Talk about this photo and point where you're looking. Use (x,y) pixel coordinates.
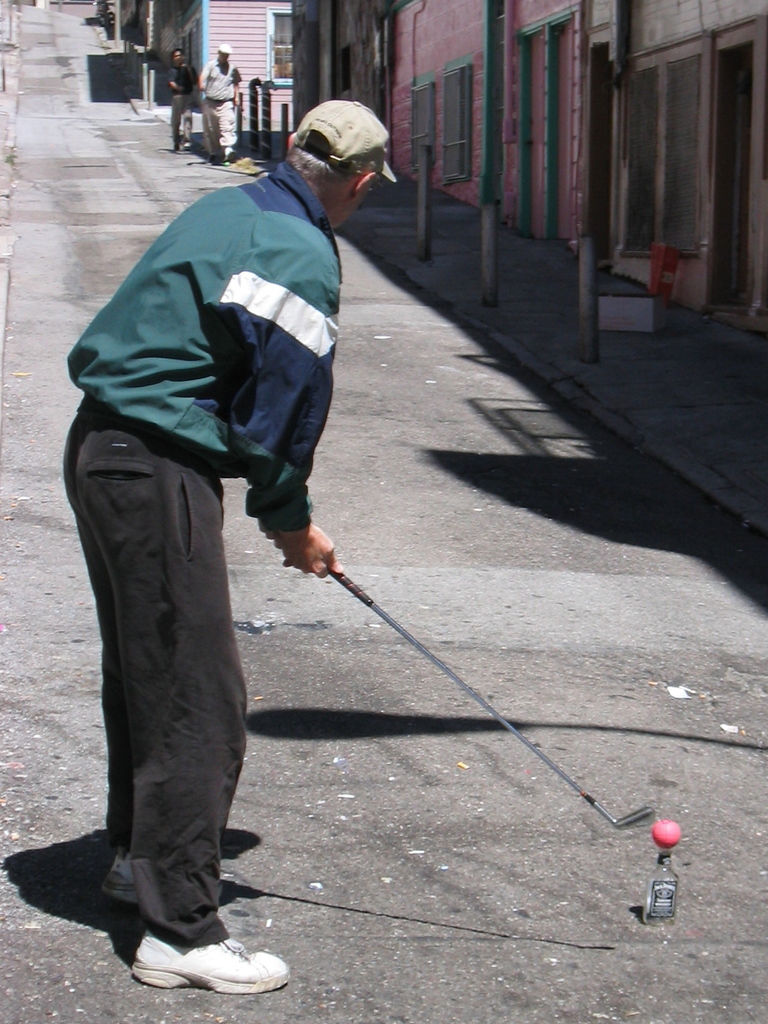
In this image we can see a person (237,701) standing and holding a golf club (348,584), also we can see a bottle (672,875) and a ball (663,844) on it, there are two persons (212,139) walking on the road (334,389), on the right side of the image (628,122) we can see a few buildings (541,153), windows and poles (425,170).
